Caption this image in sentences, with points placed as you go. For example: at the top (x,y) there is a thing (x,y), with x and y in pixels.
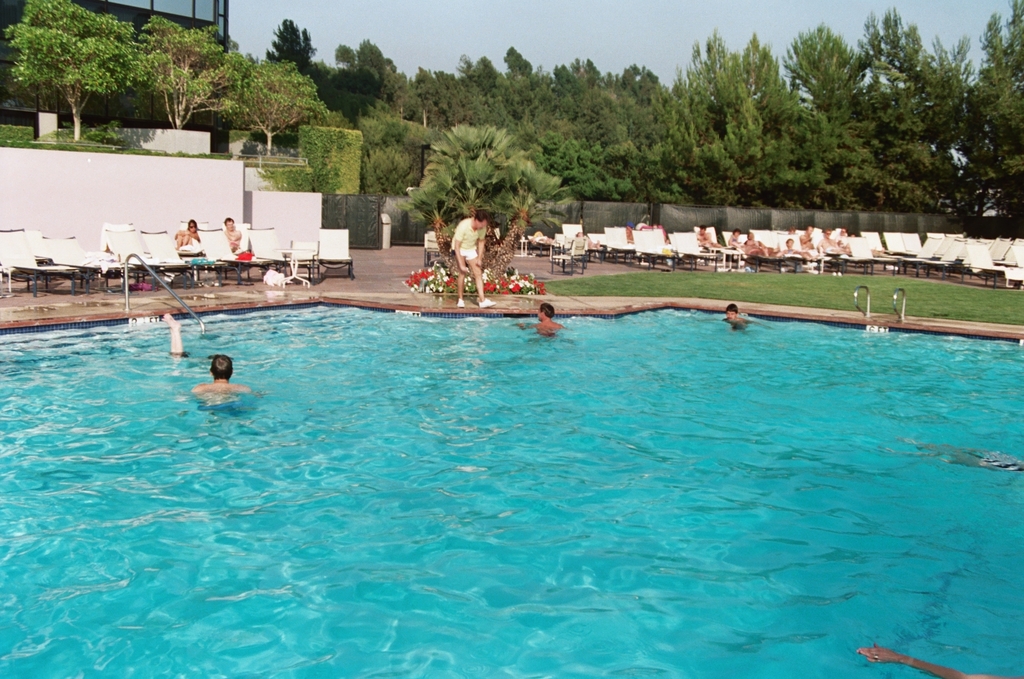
In this image there are group of people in swimming pool (441,365), group of people (792,252) sitting on the chairs (530,243), a person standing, there is a building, plants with flowers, trees (389,59), and in the background (532,55) there is sky (652,20).
